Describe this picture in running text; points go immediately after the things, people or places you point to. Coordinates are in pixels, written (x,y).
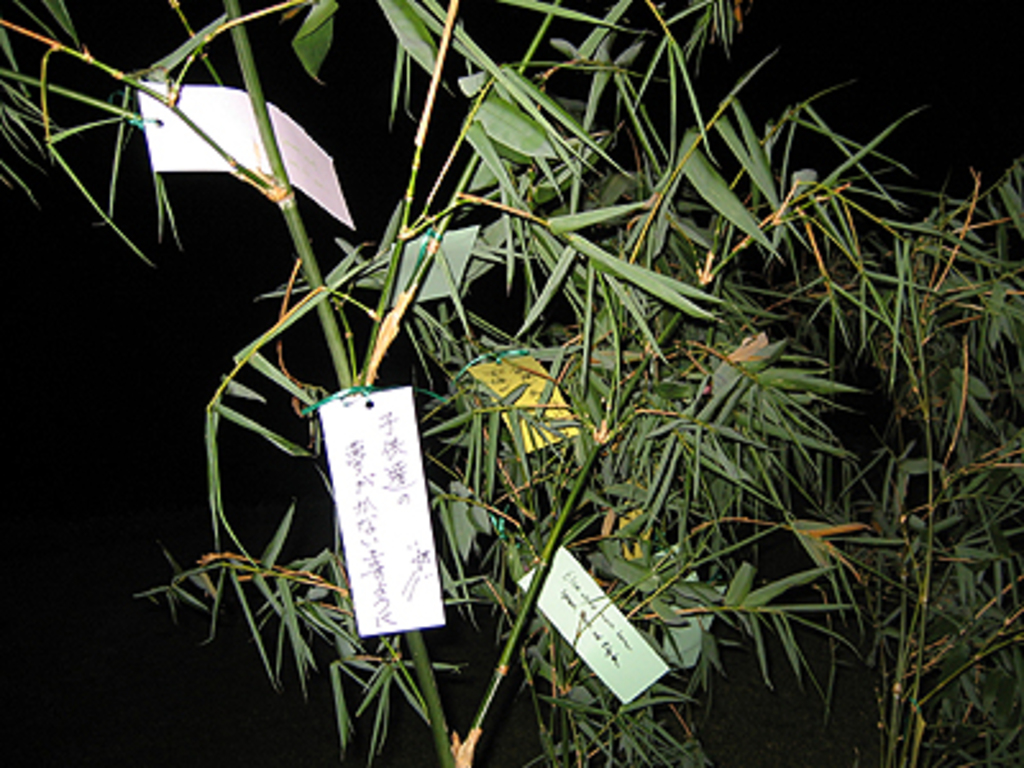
In this picture we can see few cards (550,612) on the plant (707,133). Background (204,660) is black in color.
